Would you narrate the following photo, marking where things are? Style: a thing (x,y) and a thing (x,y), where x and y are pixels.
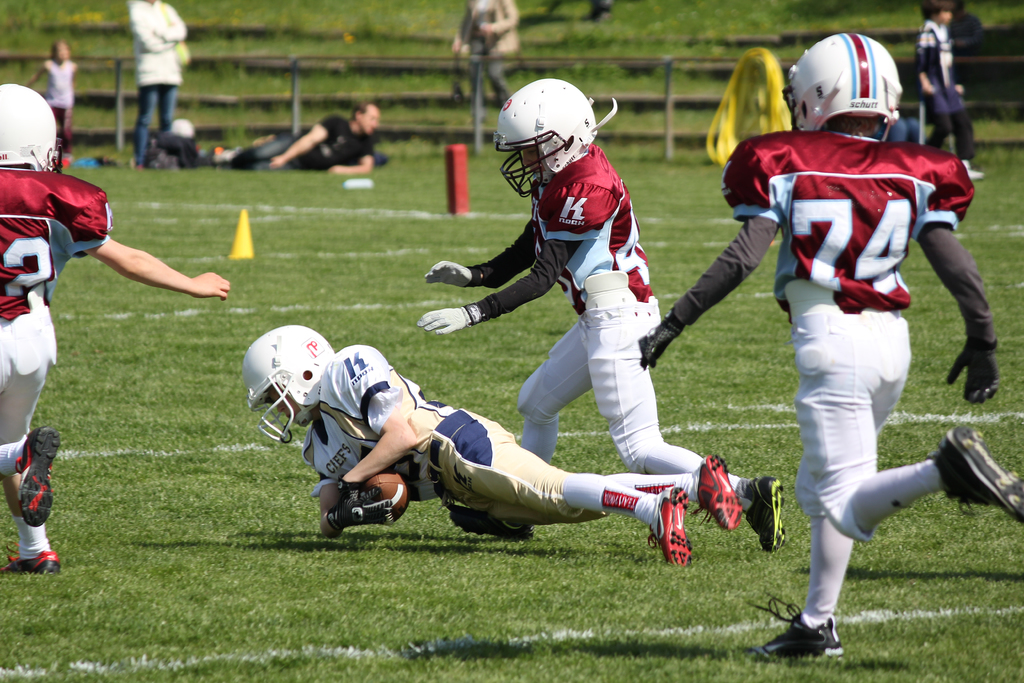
This is a picture taken in the outdoors. It is sunny. On the ground (159,425) there are kids (389,453) playing the american football. Behind the people (22,247) there is a fencing (346,100) and some yellow color item (736,106) and man (329,141) in black t shirt (329,151) was lying on the floor (347,177).
